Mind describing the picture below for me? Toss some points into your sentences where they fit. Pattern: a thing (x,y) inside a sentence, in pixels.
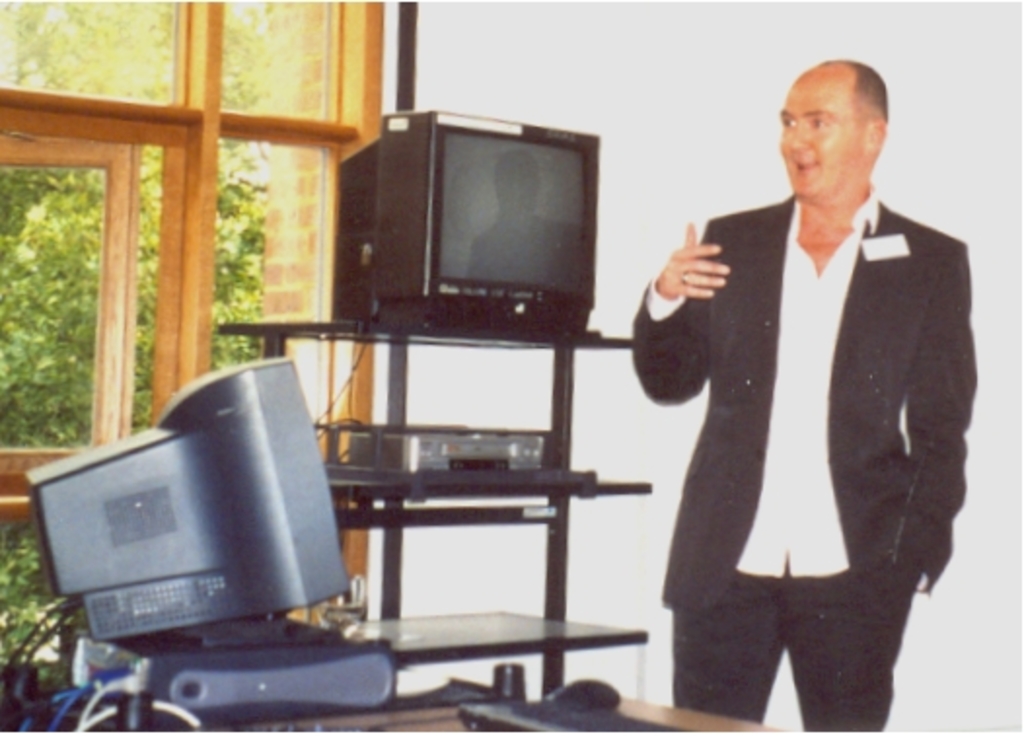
In this image there is a person (849,357) wearing black color suit (741,532) standing at the right side of the image (826,419) and at the left side of the image (287,474) there are T. V. s (305,531) and at the background of the image (181,244) there is a window (130,220) and trees (159,187).
